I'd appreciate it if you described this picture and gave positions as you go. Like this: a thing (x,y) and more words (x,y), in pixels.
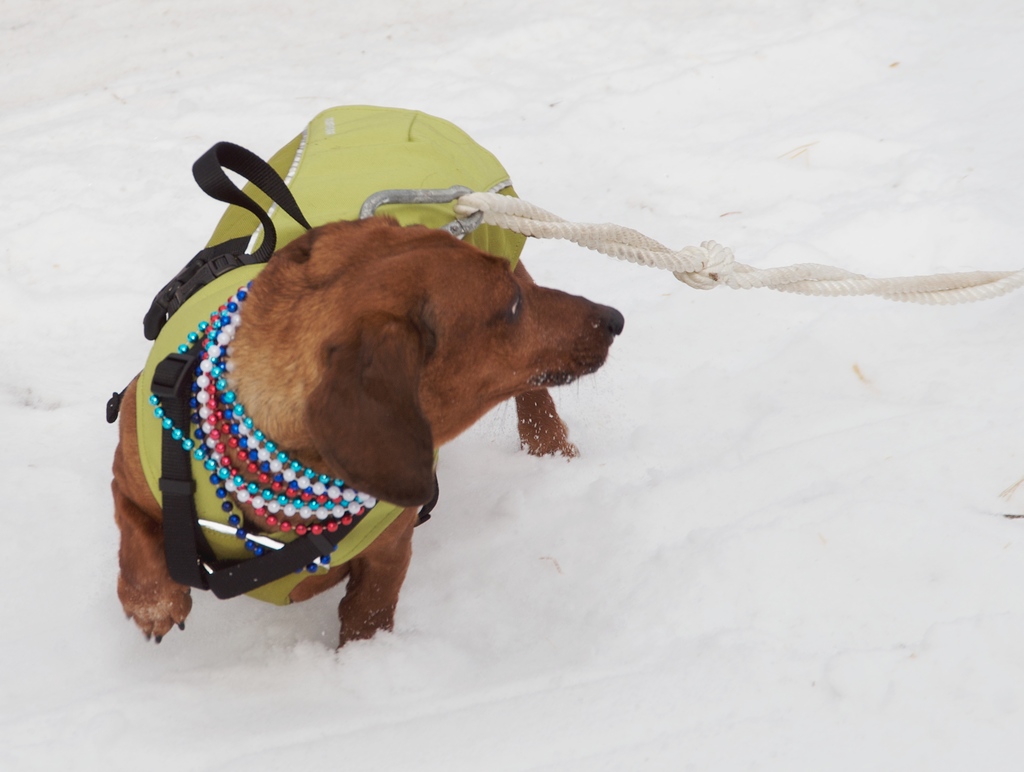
In this image there is a dog (441,295) with a hook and a rope (736,276).
